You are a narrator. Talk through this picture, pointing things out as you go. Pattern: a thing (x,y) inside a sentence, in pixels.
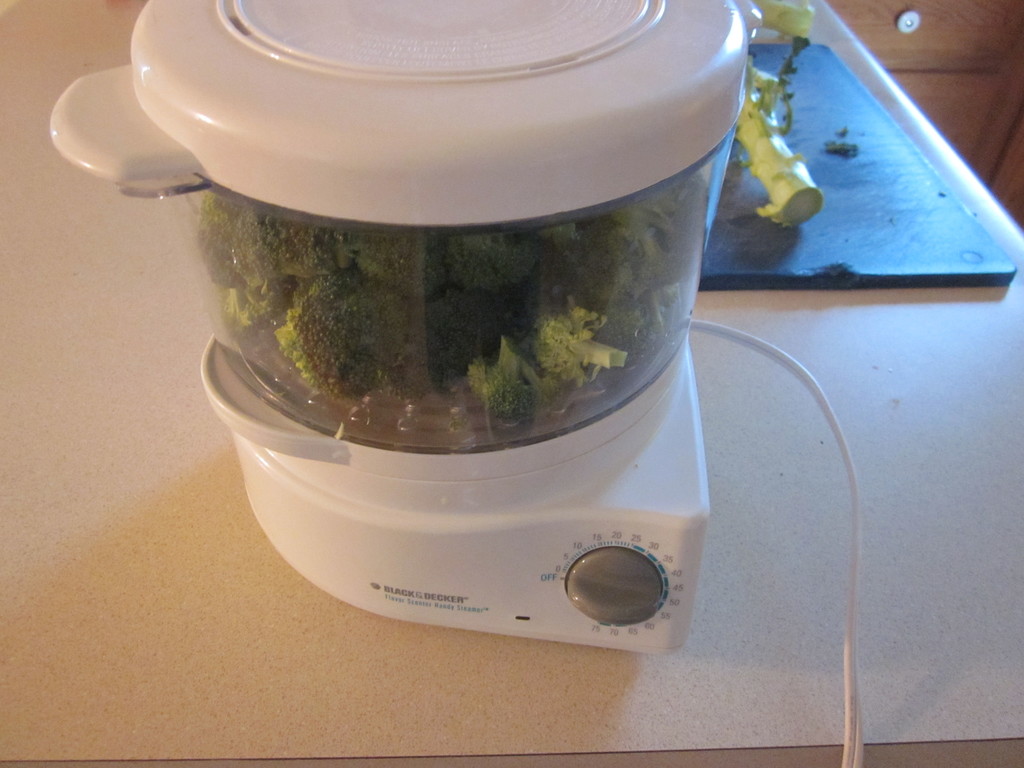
In this picture we can see a steamer (254,206) with some food items (309,281). On the right side of the steamer (268,332), there is a cable (835,416) and a chopping board (779,113). At the top right corner of the image (877,40), there is a wooden object (979,56).
